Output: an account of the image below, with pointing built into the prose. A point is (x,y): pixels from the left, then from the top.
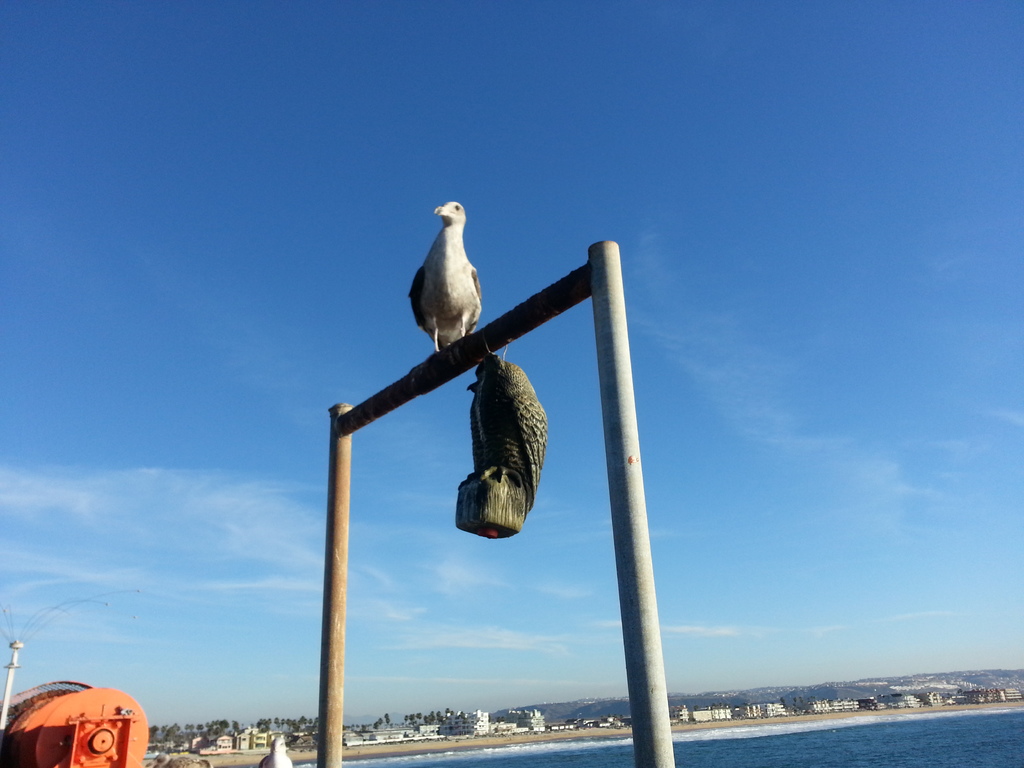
In this image we can see a bird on a pole stand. In the background (714,726) we can see water (932,755), sand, buildings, trees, metal objects (69,729) and clouds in the sky (514,638).
